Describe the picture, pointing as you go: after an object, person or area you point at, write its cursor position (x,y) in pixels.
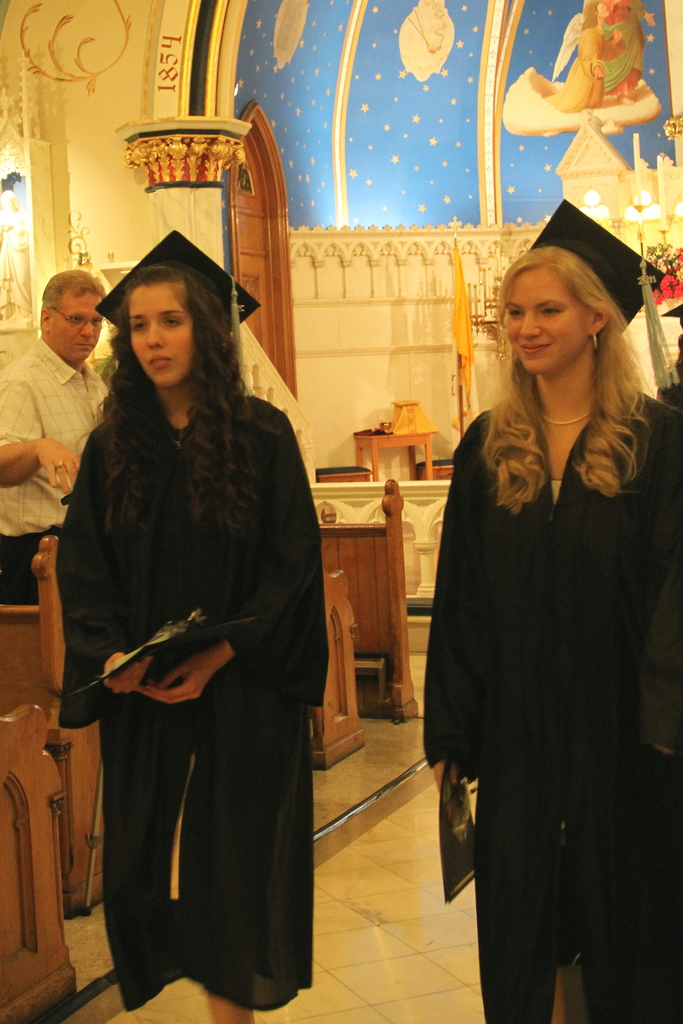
In this picture, we see two women (641,736) are standing. They are holding the papers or certificates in their hands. The woman (521,331) on the right side (569,454) is smiling. On the left side (86,805), we see the benches (42,744) and a man (42,410) is standing. In the background (360,461), we see a table (403,440) and stools (417,471). Beside that, we see a flag (454,367) in yellow color. Beside that, we see the staircase (257,351), pillar (157,214) and a door (253,331). In the background (322,319), we see a white wall (339,253). At the top (403,219), we see the wall (431,60) in blue color.
